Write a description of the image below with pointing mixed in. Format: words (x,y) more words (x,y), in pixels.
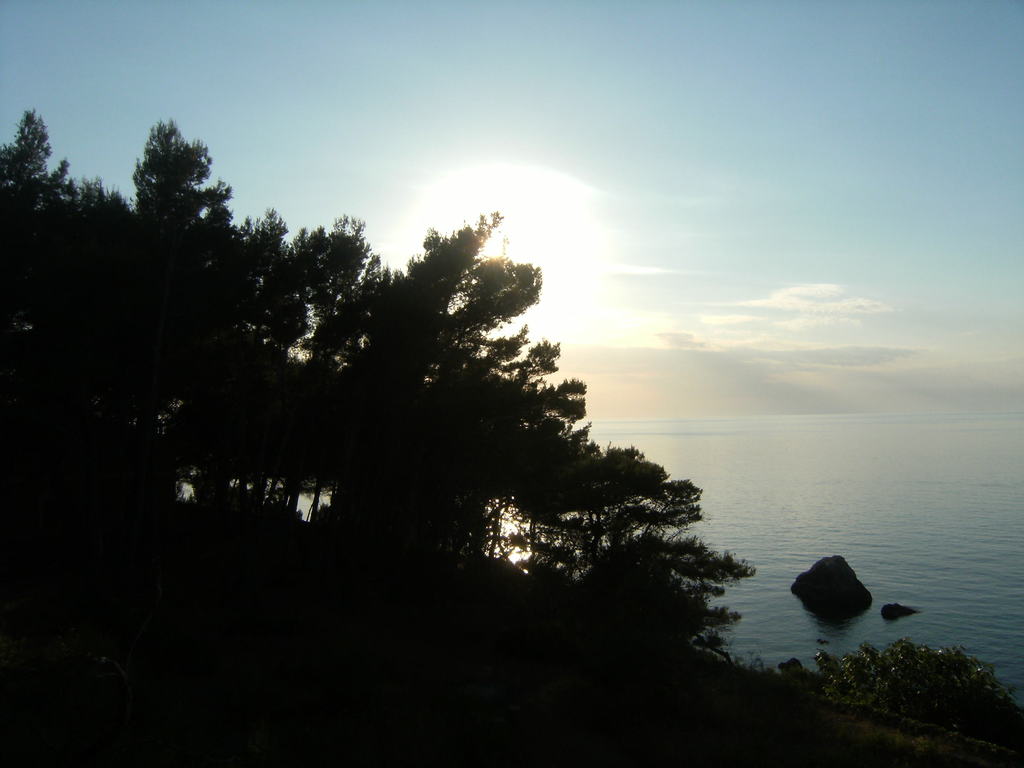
In this image there are trees (51,516), stones (838,608) in the water (775,607), sun rays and some clouds (707,351) in the sky (380,219).
